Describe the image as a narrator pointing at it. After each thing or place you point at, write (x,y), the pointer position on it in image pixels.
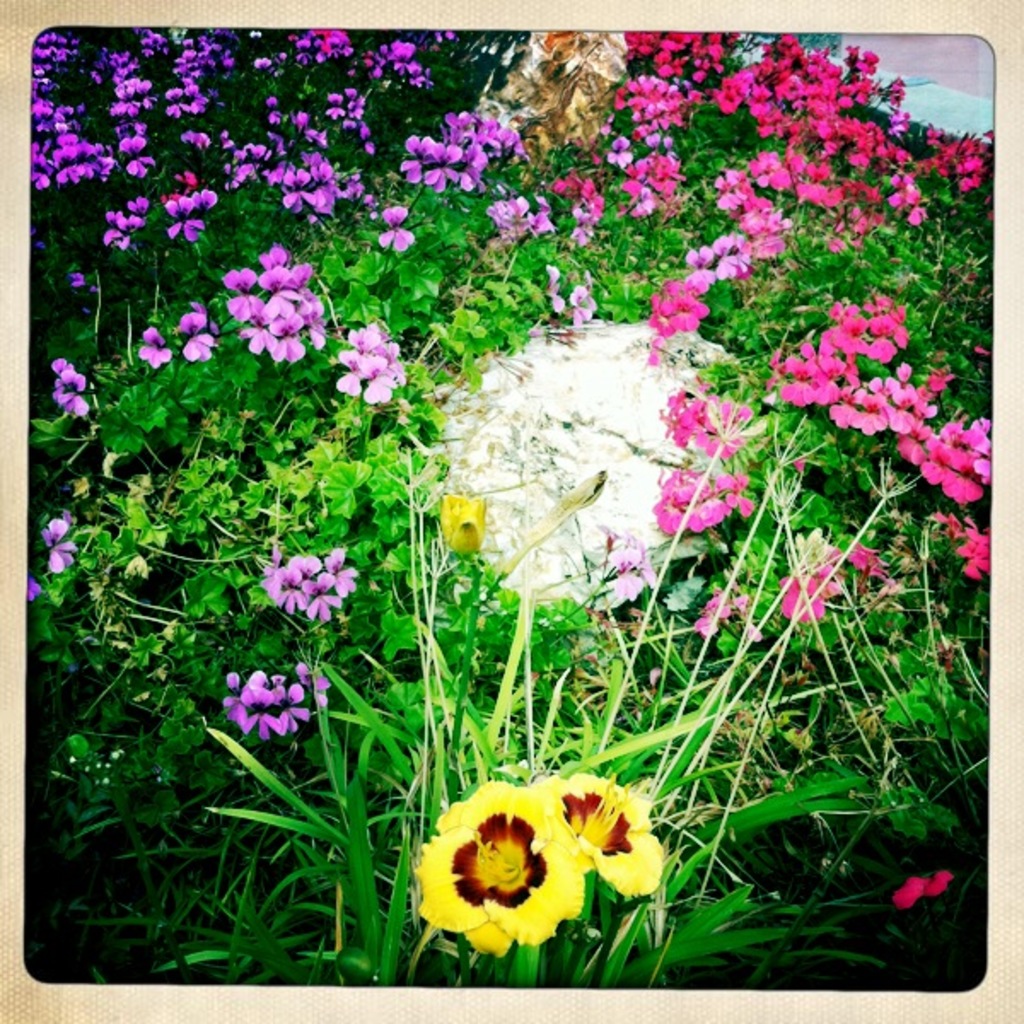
This image is taken outdoors. In this image there are many plants (470,617) with different colors of flowers (554,886).
